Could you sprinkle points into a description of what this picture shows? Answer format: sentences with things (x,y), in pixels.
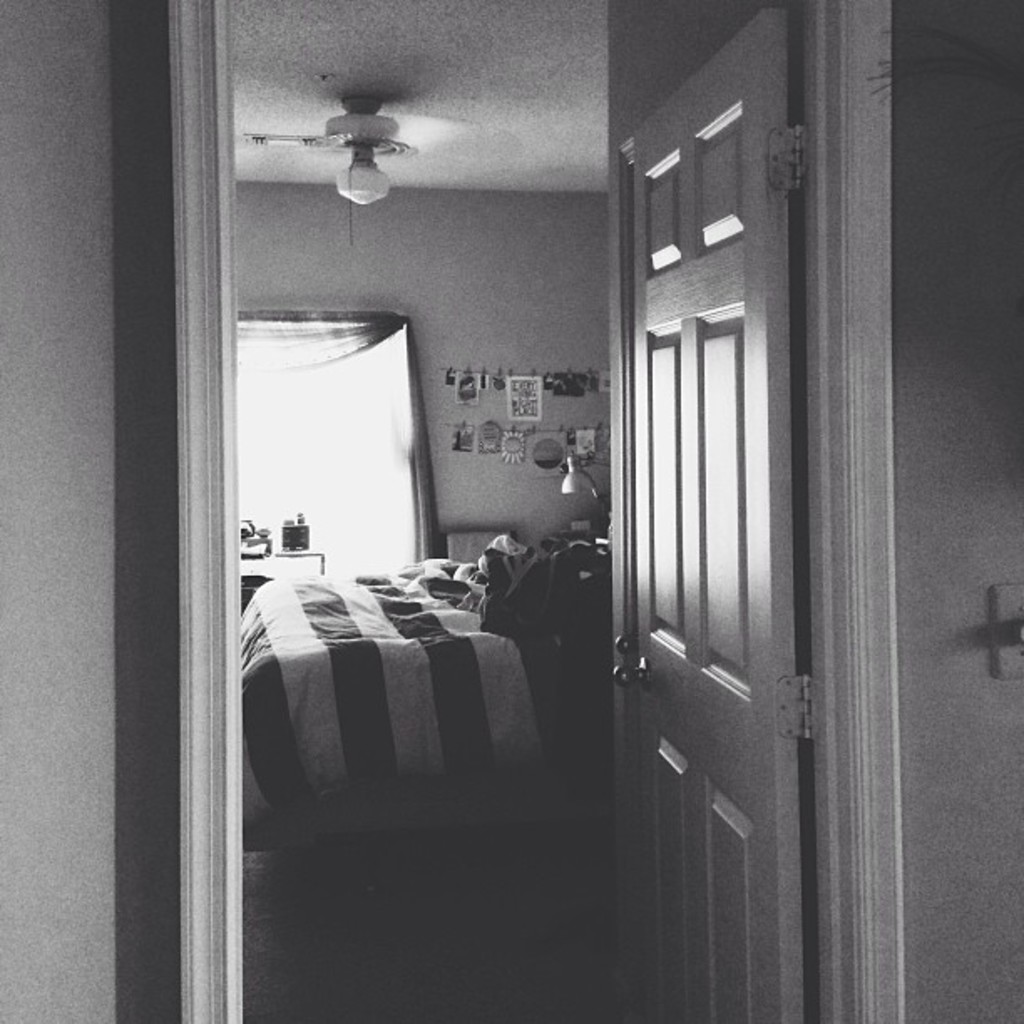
In this image there is a wall (953,793) and a door (734,611) of a room (580,602). In the room (361,592) there is a bed (425,588) and few clothes (502,588) on it, behind that there is a lamp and few objects (525,391) are hanging on the wall (518,504), there is a window (255,516) and curtains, in front of that there are few objects (296,549) on the table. At the top of the image (389,107) there is a fan (383,119) and a ceiling (461,104).
